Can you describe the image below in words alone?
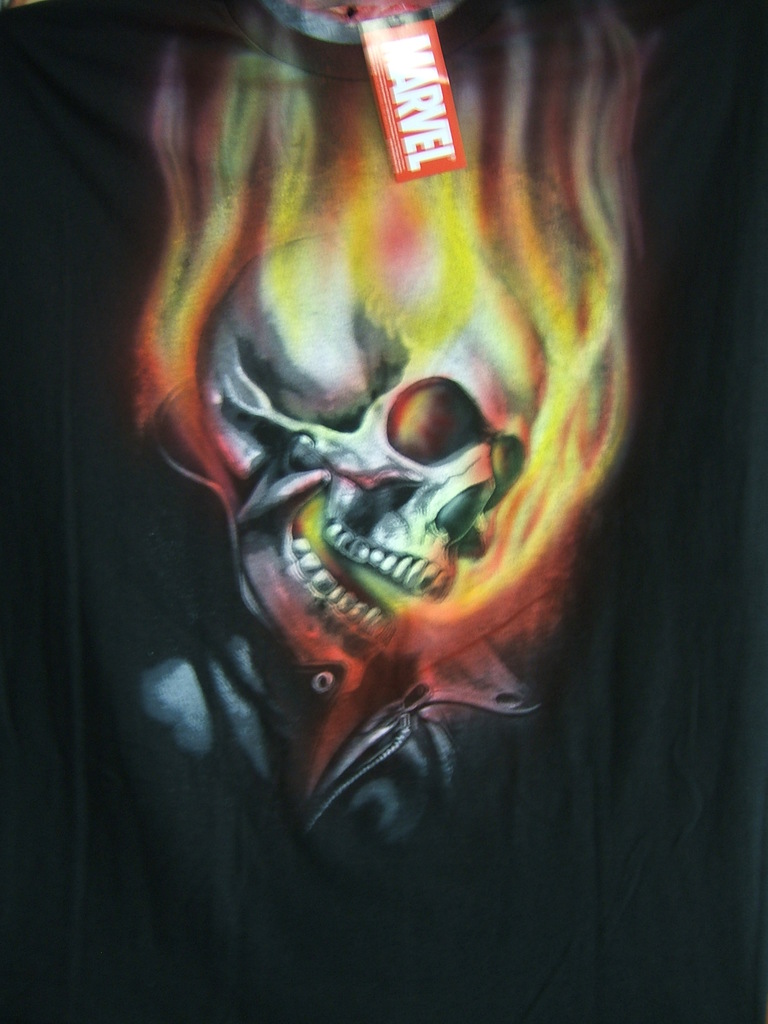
Here, we can see an animated image.
